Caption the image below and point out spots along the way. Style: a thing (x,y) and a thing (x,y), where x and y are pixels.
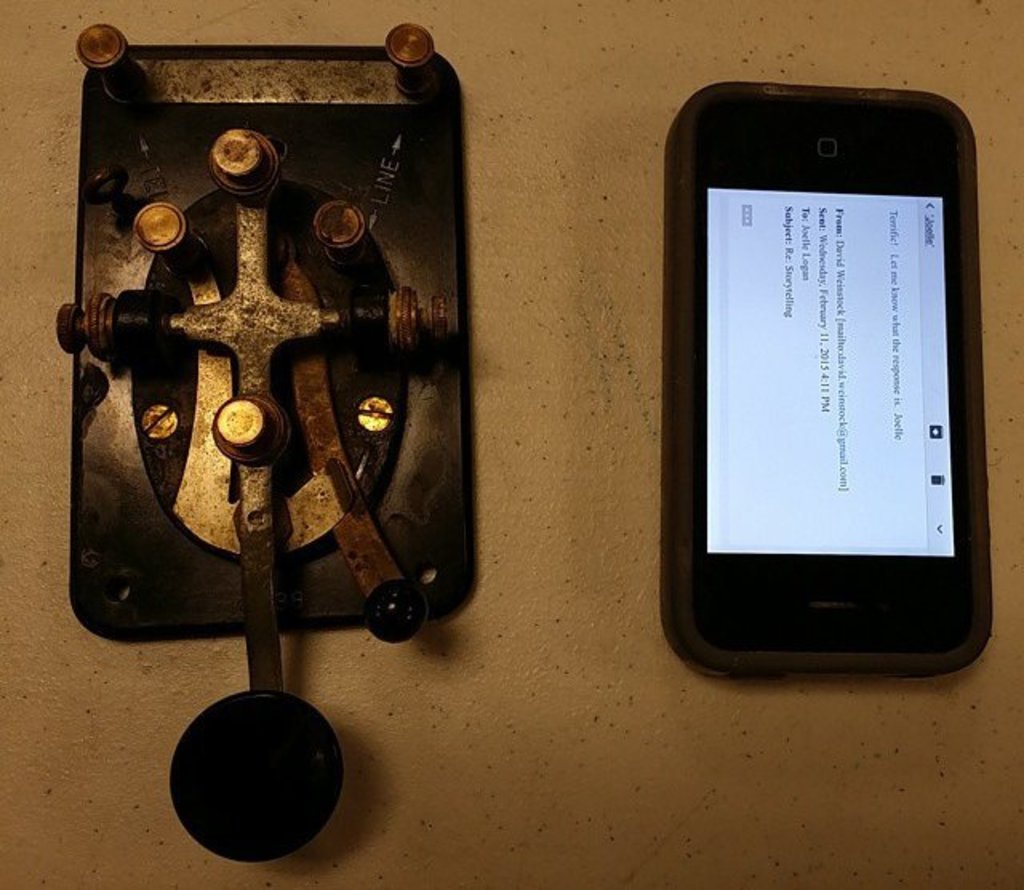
In this image we can see a mobile phone (689,425) and some object (299,361) on the surface (485,737).
